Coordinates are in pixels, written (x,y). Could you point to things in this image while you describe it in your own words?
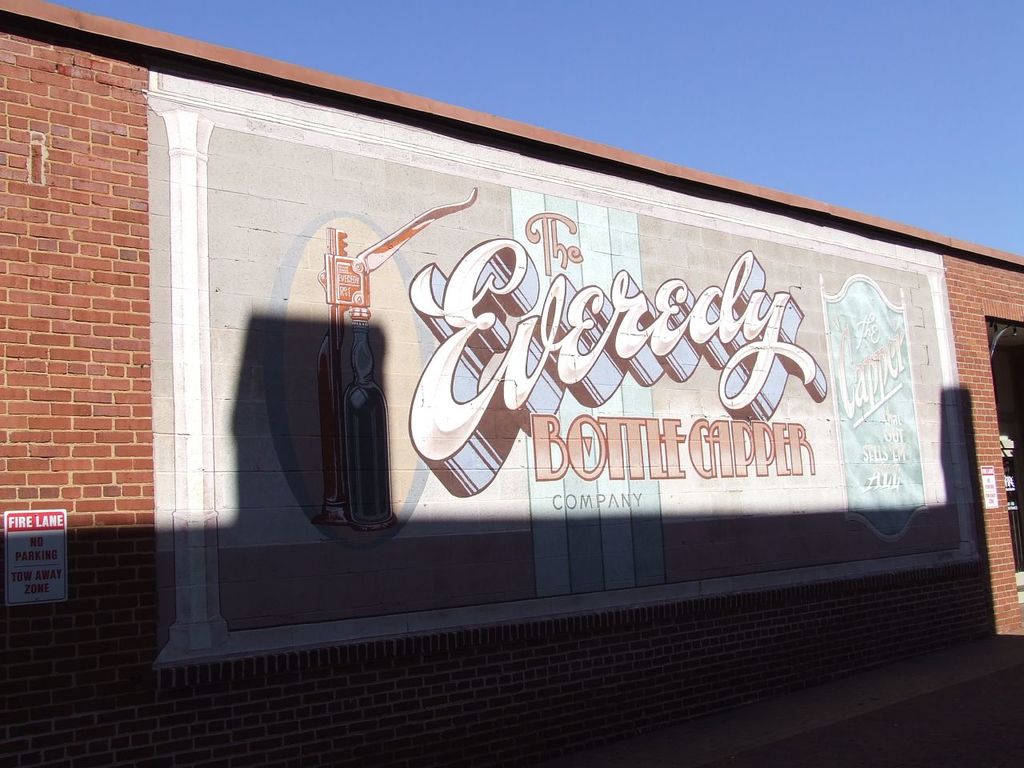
In this image we can see a wall (904,259) and there is an art (541,507) with some text (518,344) and pictures (329,318) on the wall (53,498) and we can see a board (50,575) with some text (46,572) and at the top (779,84) we can see the sky (894,90).
